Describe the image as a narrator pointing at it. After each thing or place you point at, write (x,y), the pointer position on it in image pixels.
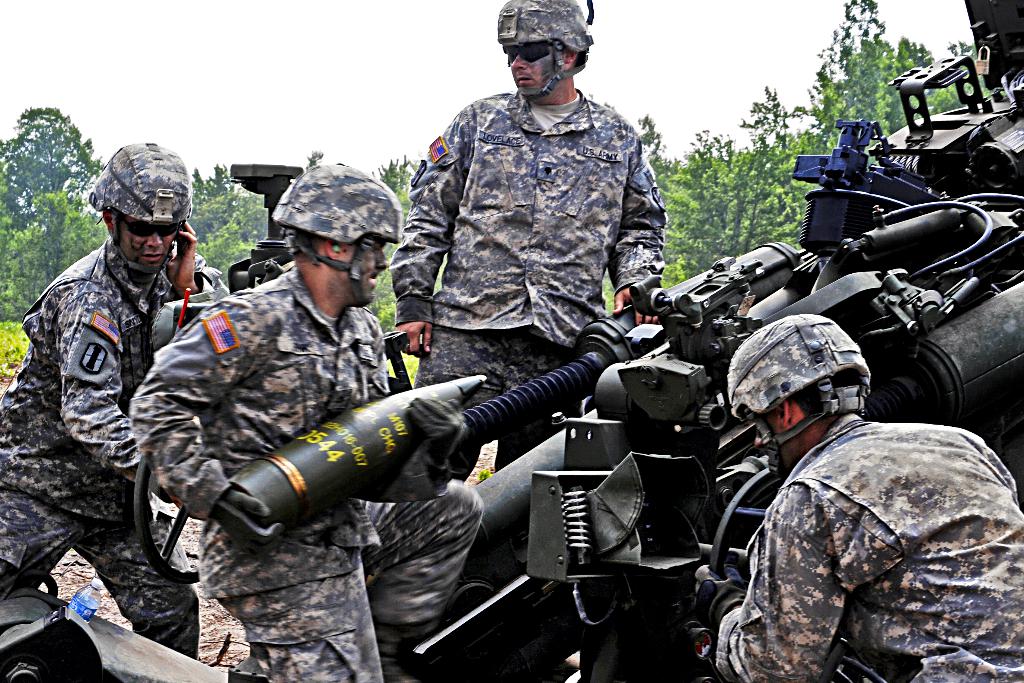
In the picture I can see four persons (297,340) wearing army uniforms (897,496), helmets (505,42) and glasses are standing. Here we can see a person (703,598) on the right (880,571) is operating a weapon (686,489) and this person (286,393) is holding an object (320,460) in his hands (398,473) and the person (69,367) on the left side (136,470) is talking on mobile phone (177,232). Here we can see a water bottle (98,586) on the left side of the image (78,612) and here we can see a weapon (913,148) on the right side of the image (922,296). In the background (7,300), we can see the trees (20,300) and the sky (188,167).
